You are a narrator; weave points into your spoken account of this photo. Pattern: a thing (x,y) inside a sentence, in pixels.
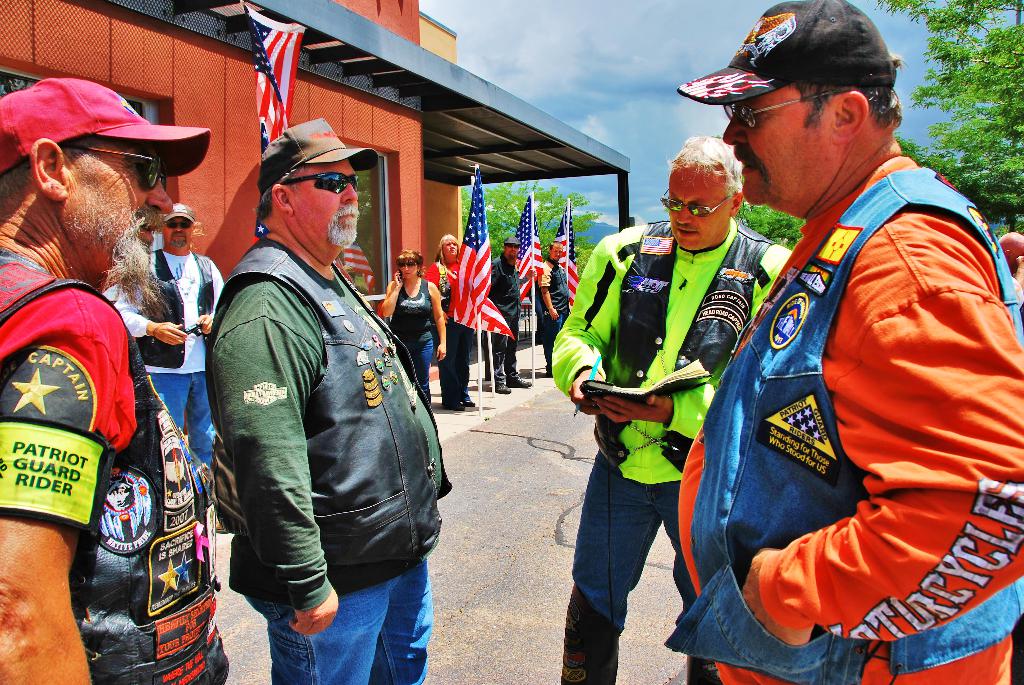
In the foreground of this image (111,452), there are four men (714,514) standing wearing jackets (731,403) and a man (670,371) is holding a book (617,387). In the background (472,285), there are few flags (473,286) and people (454,286) standing and walking on the path (483,383). Behind them, there is a building (458,142). In the background (597,197), there are trees (1018,175) and the sky (661,43).
